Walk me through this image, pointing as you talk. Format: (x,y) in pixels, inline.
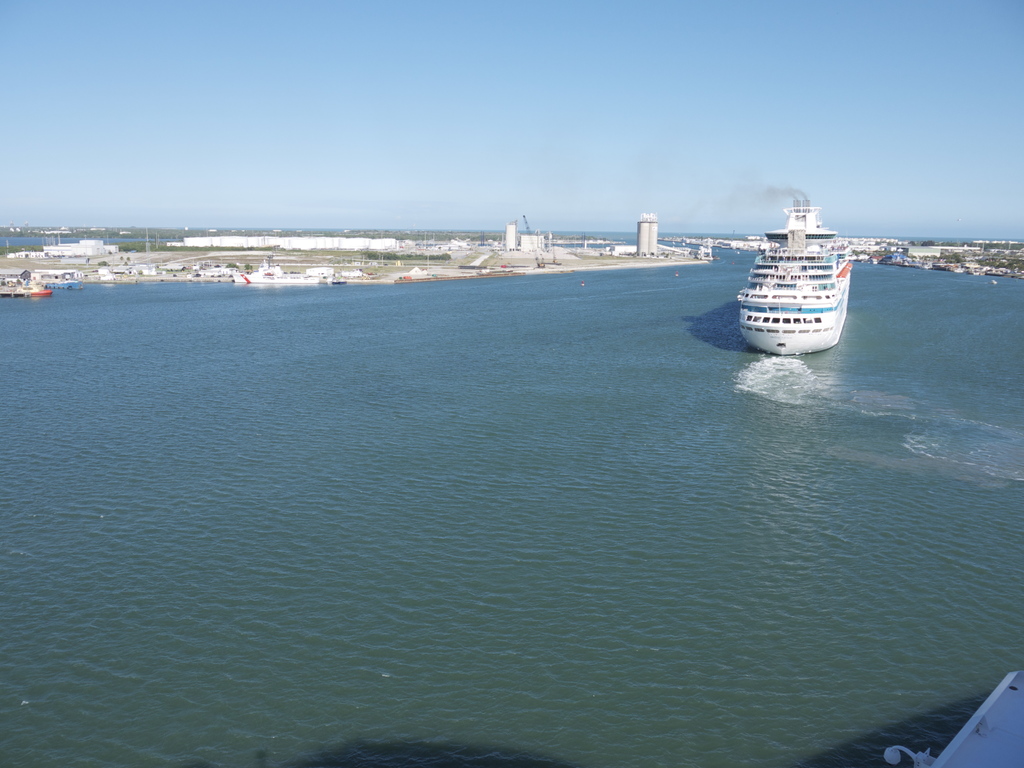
In this image in the front (527,496) there is water (604,482). In the center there is a ship (826,296) sailing on the water (373,323). In the background (82,253) there are buildings (325,245) and there are boats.
